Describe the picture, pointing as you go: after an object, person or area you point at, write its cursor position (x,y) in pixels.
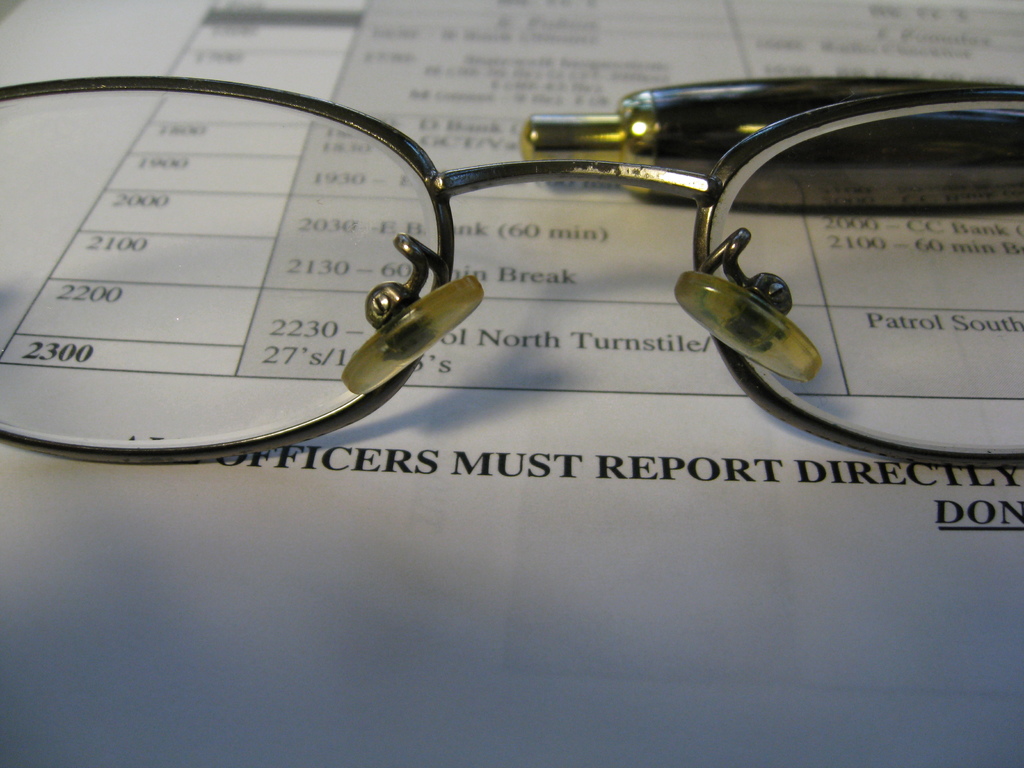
In the foreground of this picture (737,247) we can see the spectacles (414,203) and a pen like object (734,140) and we can see the text (633,473) and numbers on the paper (470,31) which is in the background (132,57).
